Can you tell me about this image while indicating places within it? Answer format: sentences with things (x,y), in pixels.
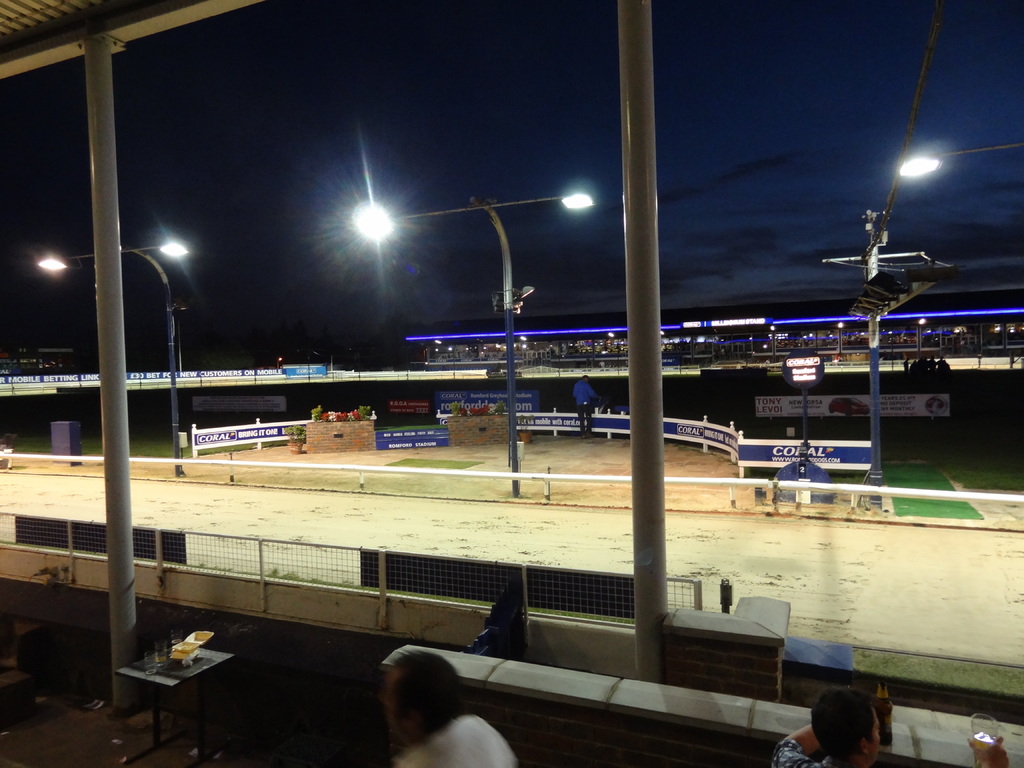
This is an image clicked in the dark. At the bottom of the image (848,730) I can see two persons (447,712) and here I can see shed (44,39) along with the two pillars (637,389). In the background (810,320) there is a building (615,361) and I can see the ground (880,559). This is looking like a stadium (637,336). On the ground (210,493), I can see few street lights (168,250). At the top (416,62) I can see the sky (411,88).
